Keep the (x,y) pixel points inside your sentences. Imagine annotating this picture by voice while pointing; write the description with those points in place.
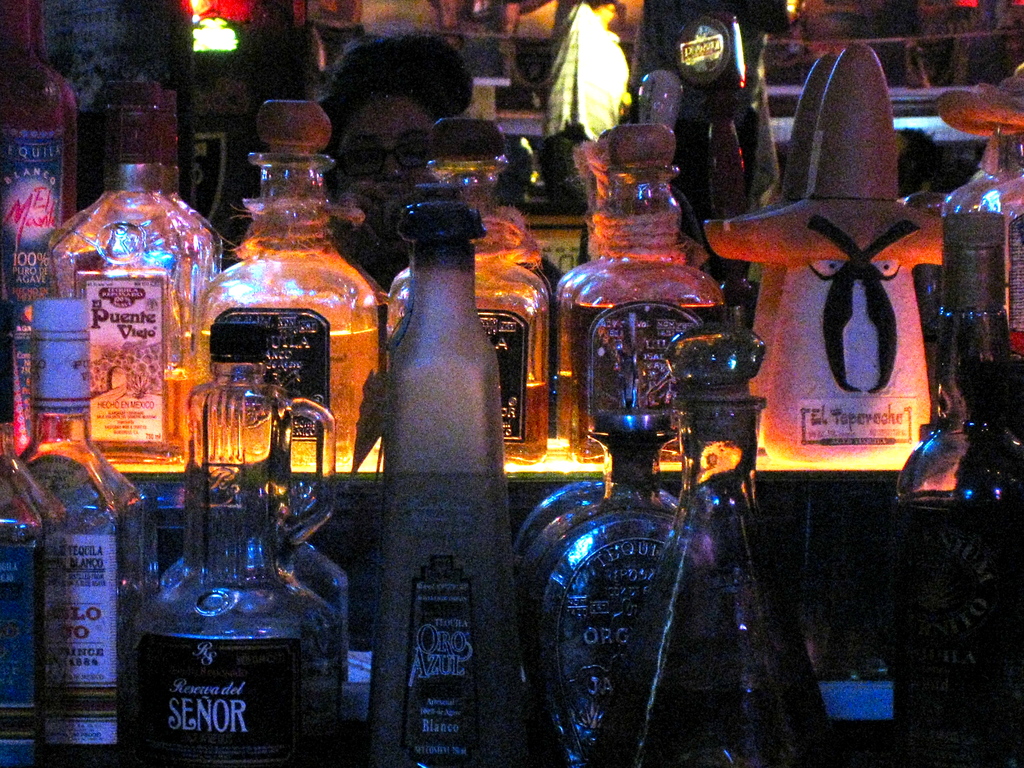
In the image we can see there are lot of tequila bottles (541,570) kept on shelves (815,612) and behind it there is a person (429,97) sitting.
